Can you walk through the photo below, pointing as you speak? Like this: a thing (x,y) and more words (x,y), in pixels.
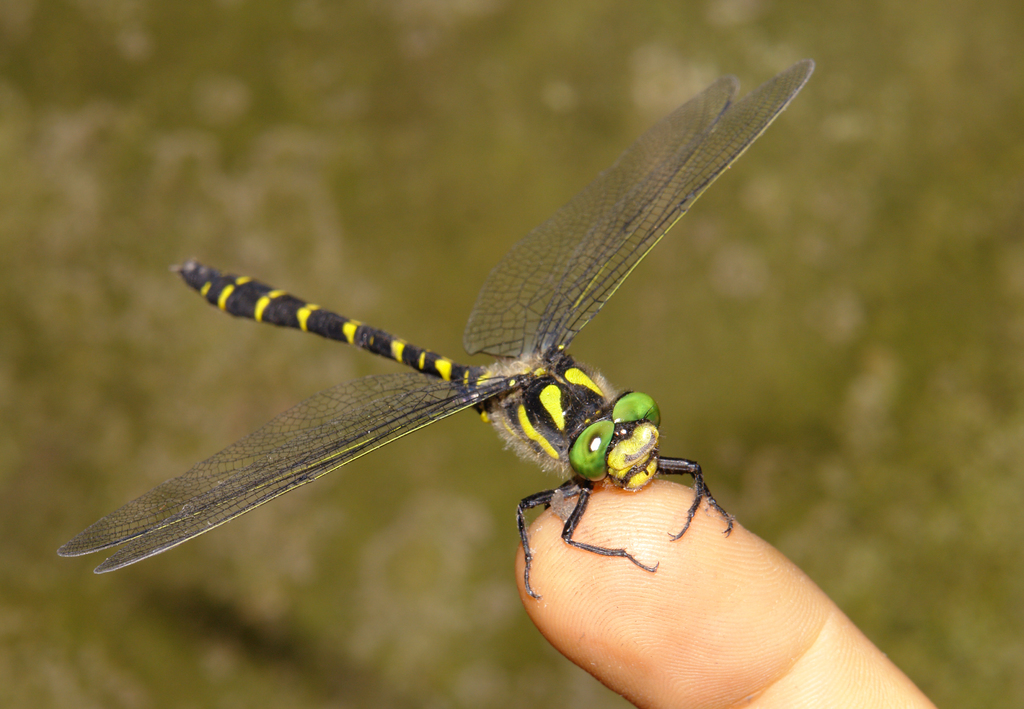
In this image we can see a person's finger (693,570) and an insect (629,463) on the finger (704,517) and a blurry background (29,576).
